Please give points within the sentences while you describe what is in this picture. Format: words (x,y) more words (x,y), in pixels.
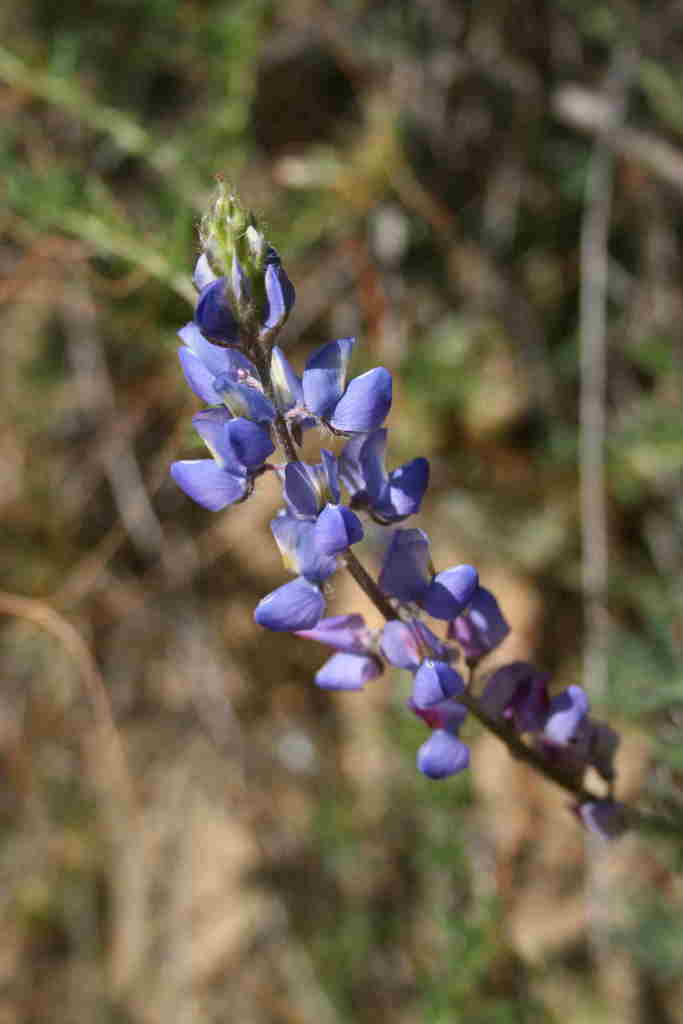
In this picture we can observe violet color flowers (326,495) to the plant (232,234). In the background (152,420) we can observe some plants (134,263) which are blurred.
